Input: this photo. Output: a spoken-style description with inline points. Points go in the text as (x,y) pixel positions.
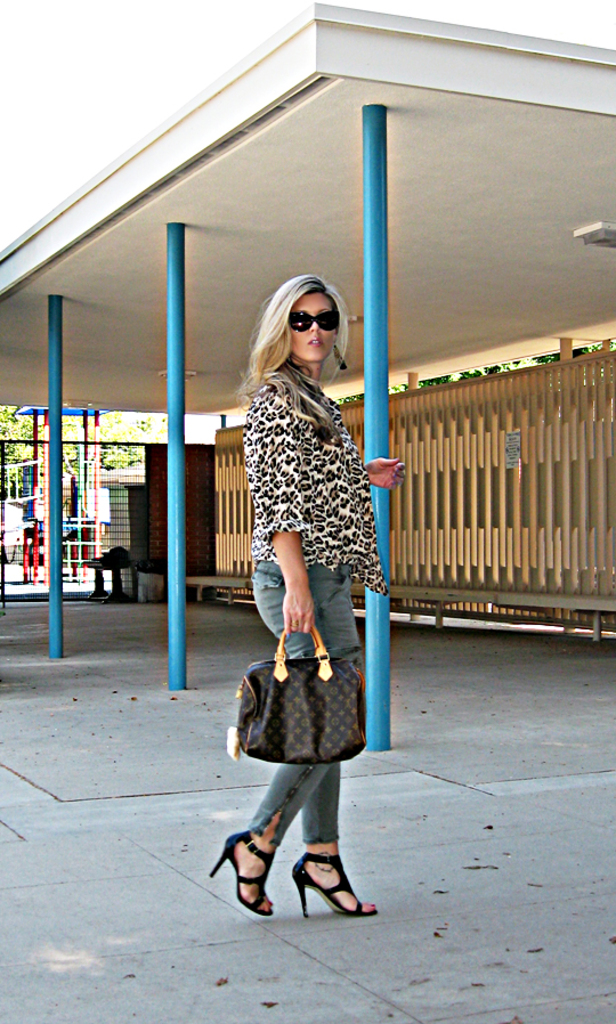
In the middle of the background, there is a woman (374,470) standing and holding a hand bag (317,682), who is wearing top (348,514) and jeans (351,639) and a goggle (304,328) black in color. On the top (371,103) there is a wall (507,170) of white in color and a poles (376,279) of blue in color visible. In the background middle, tree (15,429) is visible. This image is taken during day time from outside.
